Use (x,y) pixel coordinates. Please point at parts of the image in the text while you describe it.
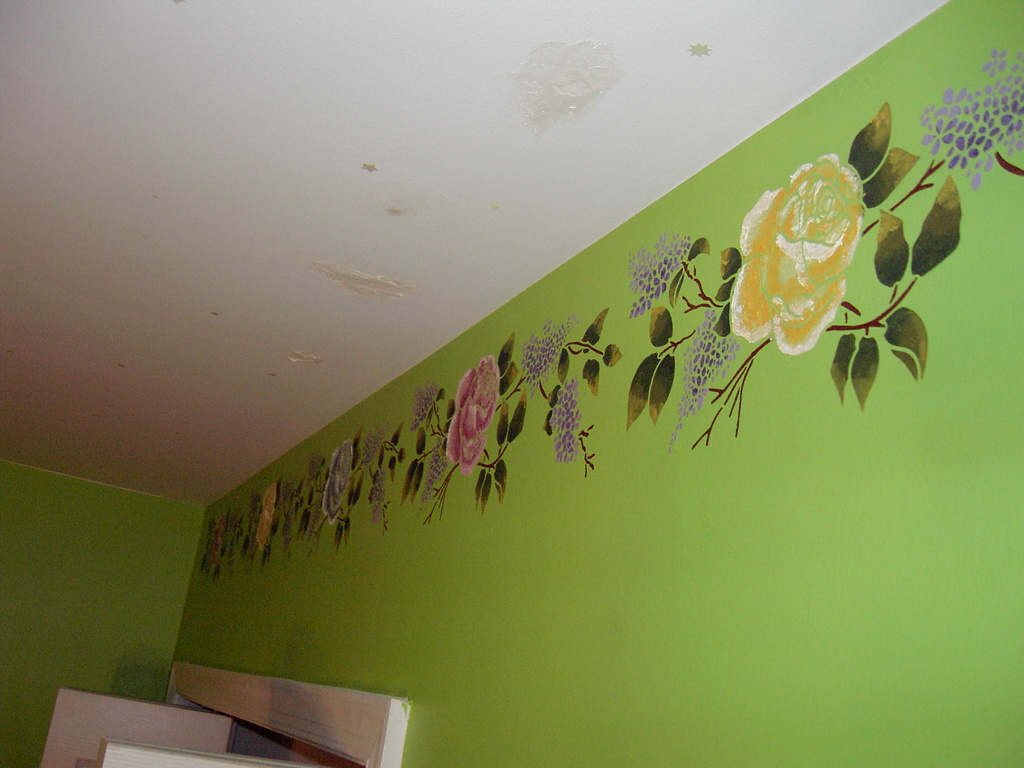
In this image I can see a painting (300,500) on the wall (960,323). The wall (707,417) is green in color. I can see the roof (280,390). I can see the door (273,765).
